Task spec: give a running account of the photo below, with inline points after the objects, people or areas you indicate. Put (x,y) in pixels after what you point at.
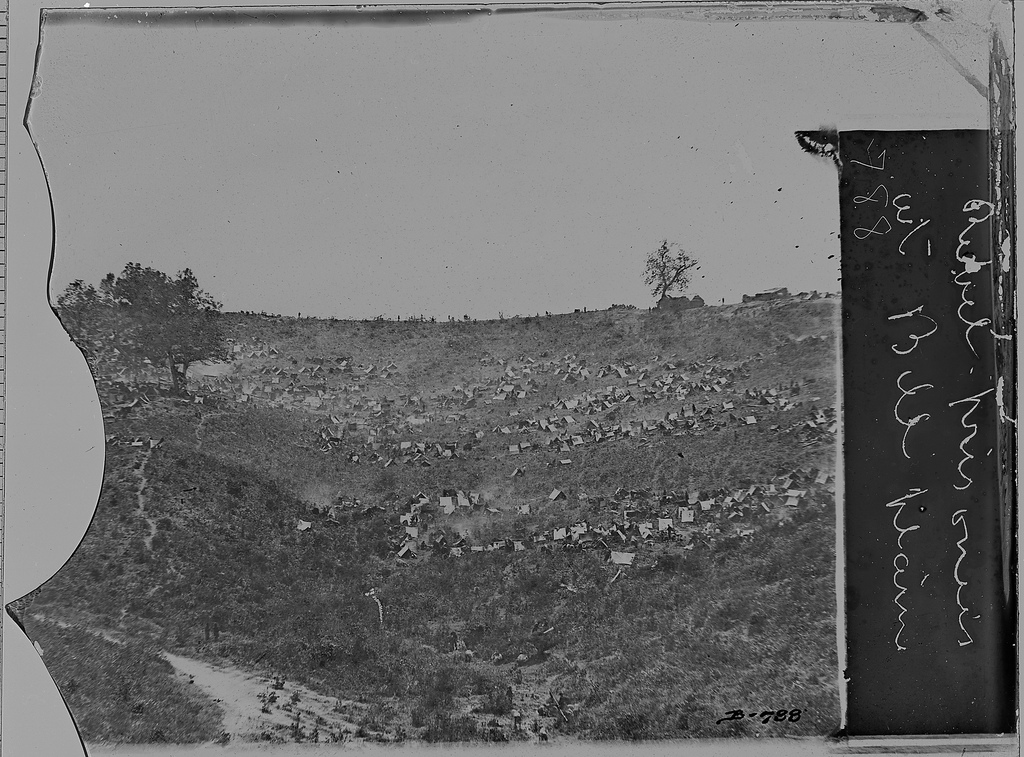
In this picture we can see black and white photography of the ground (279,501) with some trees (165,354) and grass (456,649). On the right corner (928,402) we can see something is written on the photograph.
